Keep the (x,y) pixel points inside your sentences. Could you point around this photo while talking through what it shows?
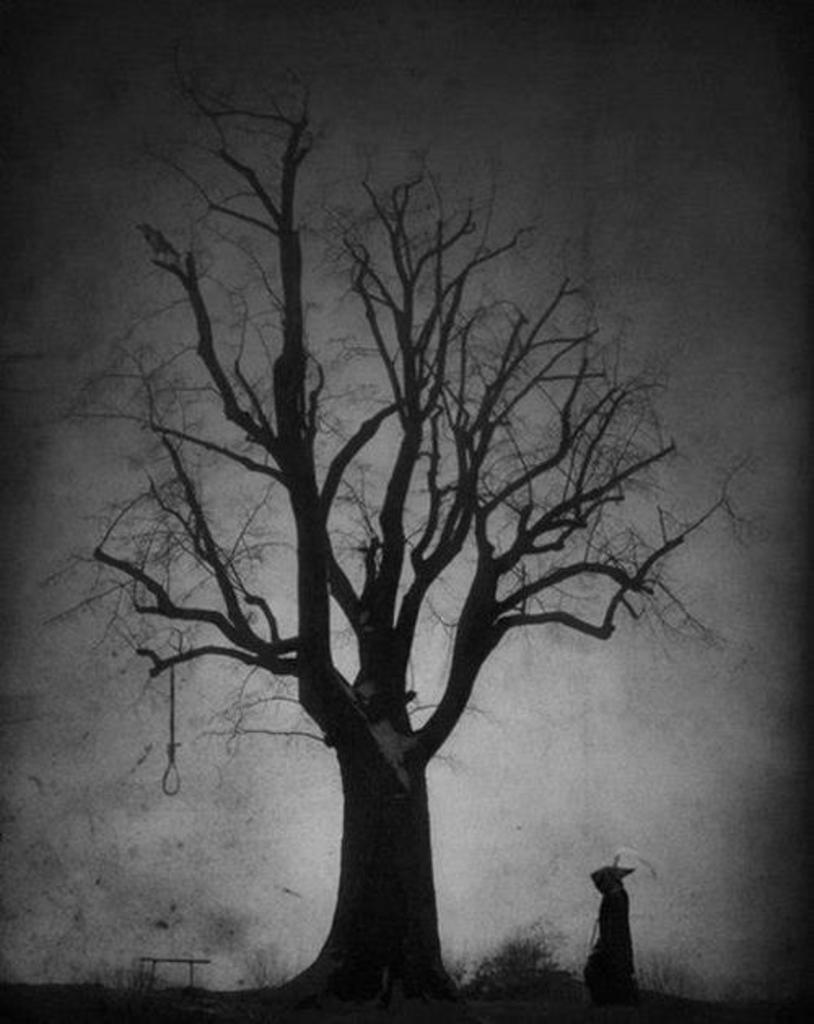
This is a black and white image in this image in the center (335,464) there is one tree (401,793), on the tree (382,749) there is one rope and beside the tree (410,801) there is another person (604,883) and at the bottom (463,986) there are some plants (482,972).
